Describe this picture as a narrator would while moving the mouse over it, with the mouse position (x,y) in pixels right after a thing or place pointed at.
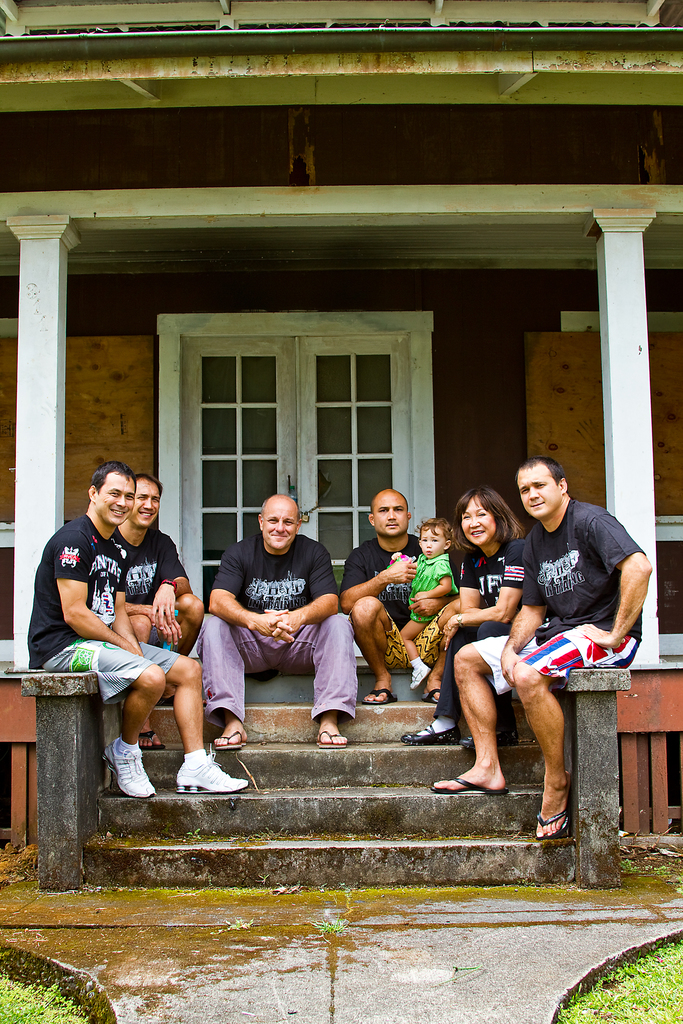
In this picture we can see a few people (562,517) sitting and smiling. There is some grass (603,986) and water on the path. We can see a building (358,312) in the background (358,312).
